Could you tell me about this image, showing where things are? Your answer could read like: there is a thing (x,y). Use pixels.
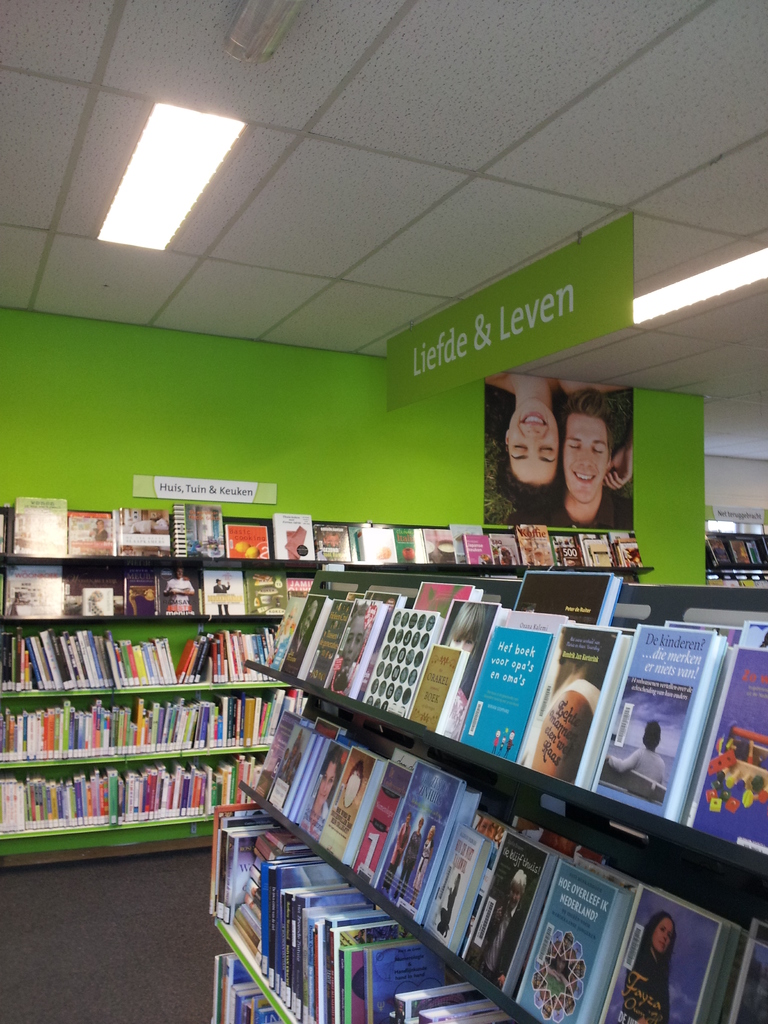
In this picture we can see the inside view of a building (49,440). There are books (158,650) in the racks (445,638) and there are two boards (226,484) attached to a wall (280,406). At the top of the image (195,190), there are ceiling lights (185,168) and a board (434,360).
